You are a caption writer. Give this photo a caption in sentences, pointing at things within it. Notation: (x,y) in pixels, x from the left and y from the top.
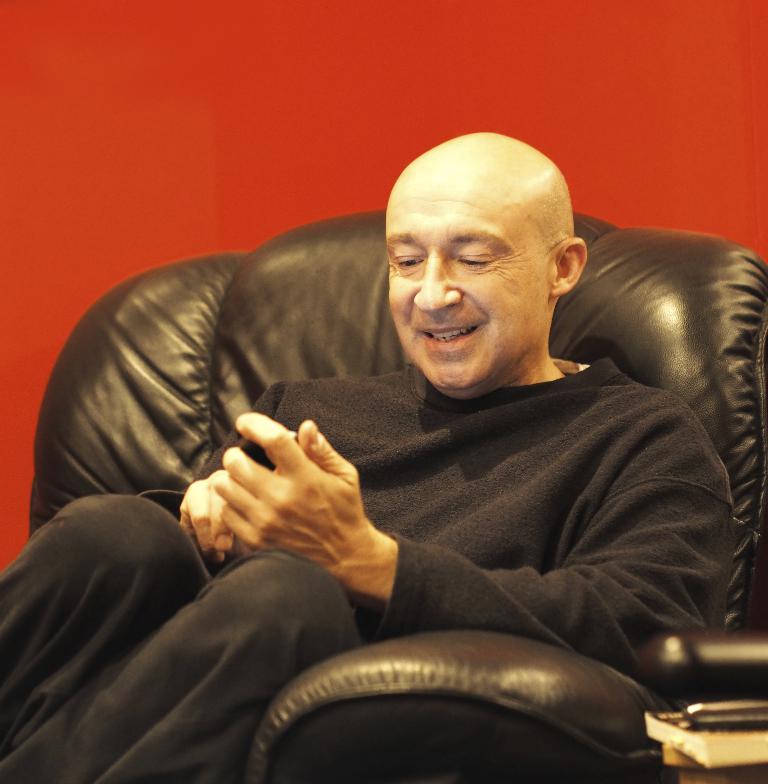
In this image I can see a man (353,542) is sitting on a black colour sofa chair (757,439). I can see he is wearing black colour dress (440,523). In the background (96,168) I can see red colour and on the right side of this image (702,688) I can see few stuffs (693,705).
